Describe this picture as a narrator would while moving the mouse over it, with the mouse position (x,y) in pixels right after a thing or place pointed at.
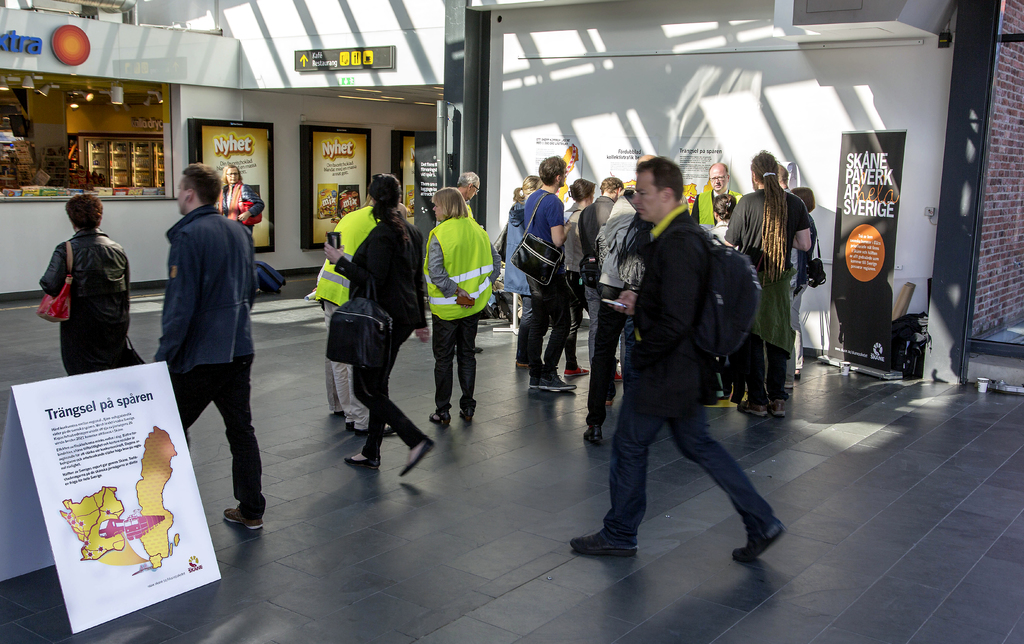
In the picture we can see many people (107,275) are walking and standing on the floor (897,442) and some of them are wearing a jackets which are green in color and besides to them we can see some board (72,440) on it we can see some information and map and in the background (144,232) we can see a wall (132,251) with some advertisement boards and a shop (132,268).
